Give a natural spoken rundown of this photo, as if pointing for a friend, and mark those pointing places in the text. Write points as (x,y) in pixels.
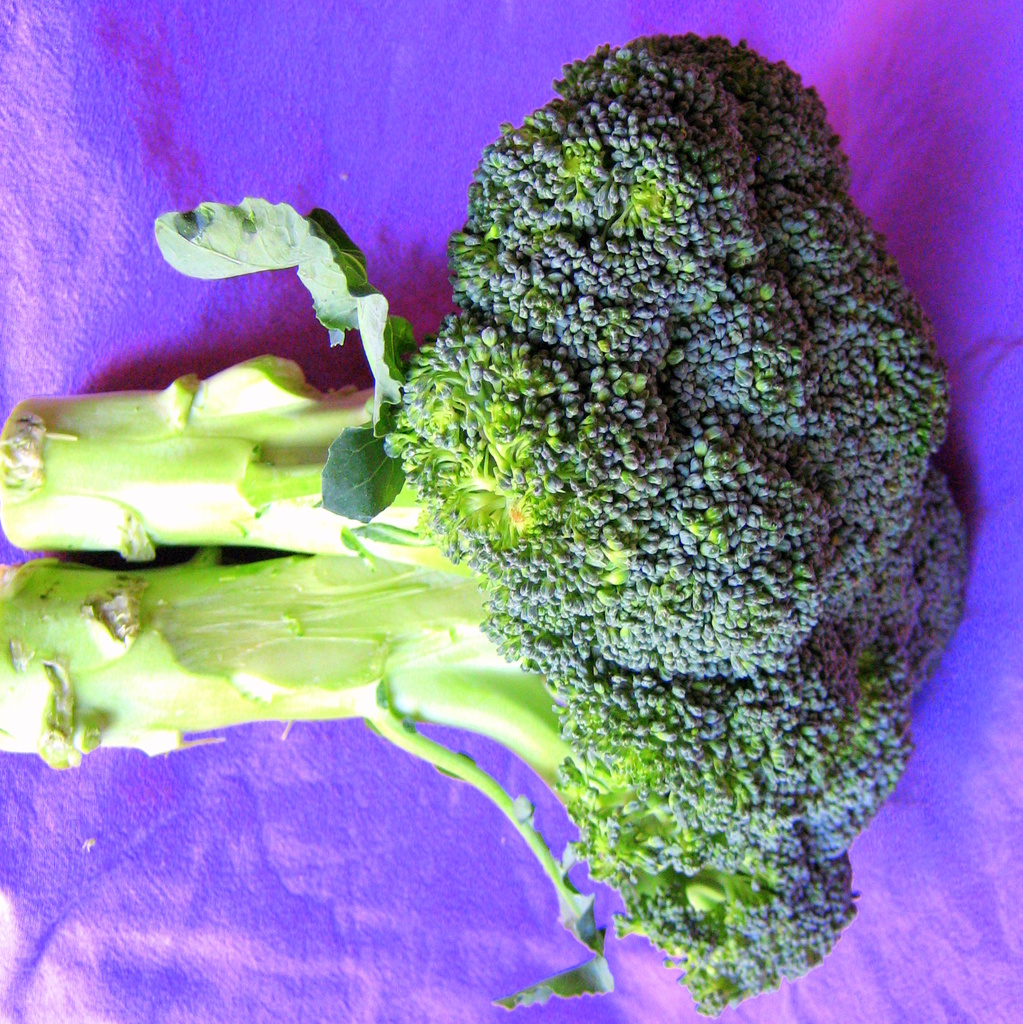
In this image, there are two green color vegetables (658,875) kept on a purple color object (225,933).
